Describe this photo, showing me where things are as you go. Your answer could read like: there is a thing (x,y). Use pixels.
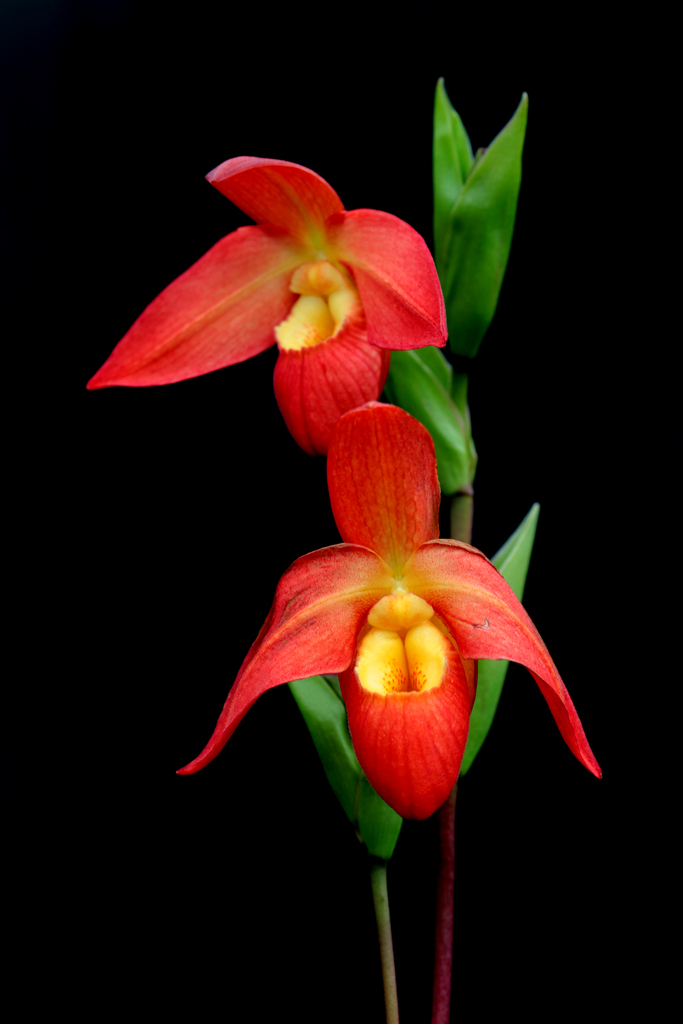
In this image I can see two flowers (396,705) in red and yellow color, I can also few leaves (423,400) in green color, and I can see dark background (73,631).
